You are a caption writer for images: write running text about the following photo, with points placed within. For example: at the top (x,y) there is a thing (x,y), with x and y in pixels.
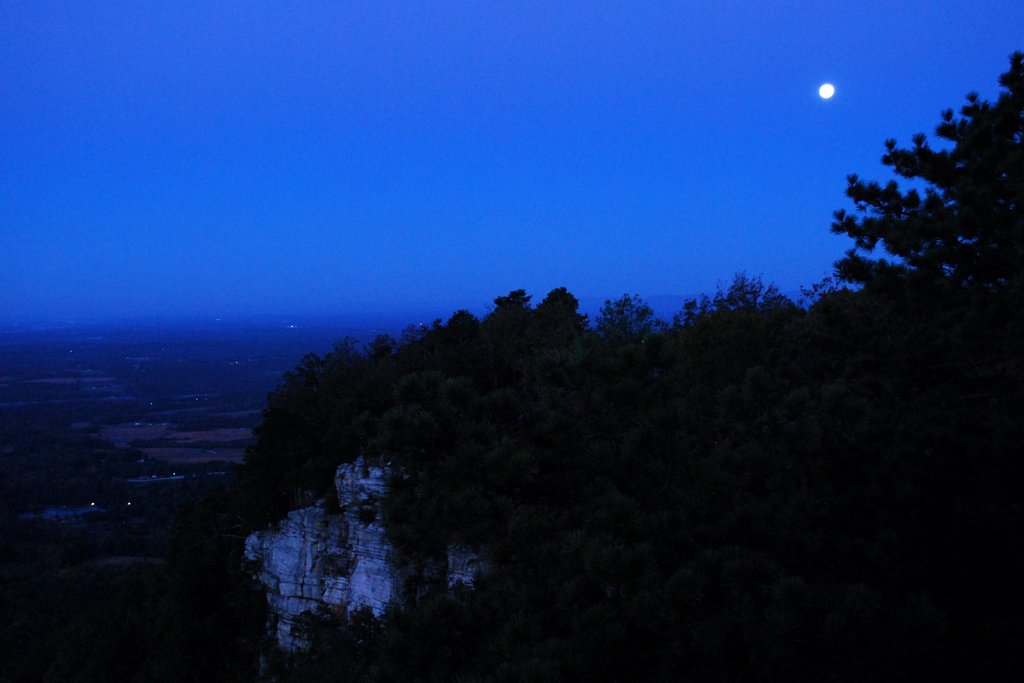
In this image there is the sky (417,143) truncated towards the top of the image (391,149), there is the moon (825,90) in the sky (653,113), there are trees (792,341) truncated towards the right of the image (967,269), there are trees (515,661) truncated towards the bottom of the image (627,643), there is a rock (386,584), there are trees (67,452) truncated towards the left of the image (103,553), there are lights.
